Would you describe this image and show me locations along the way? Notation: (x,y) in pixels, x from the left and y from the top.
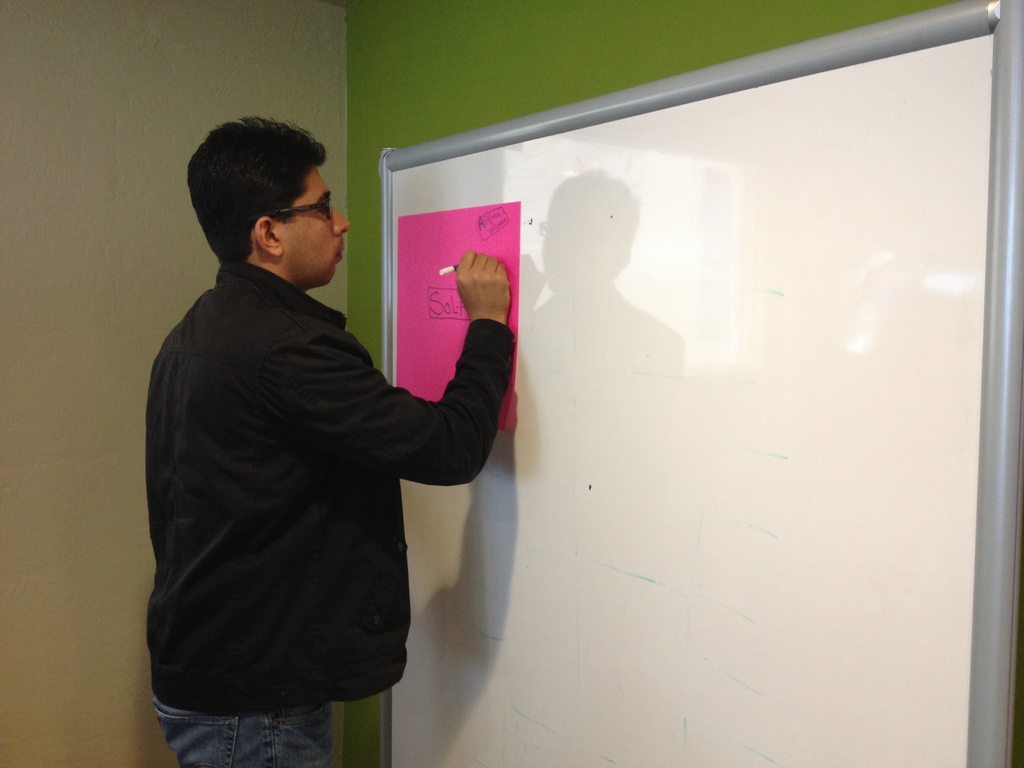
In the middle of the image (481,363) a man (291,163) is standing and writing on the board (628,481). Behind him there is a wall (43,369).
